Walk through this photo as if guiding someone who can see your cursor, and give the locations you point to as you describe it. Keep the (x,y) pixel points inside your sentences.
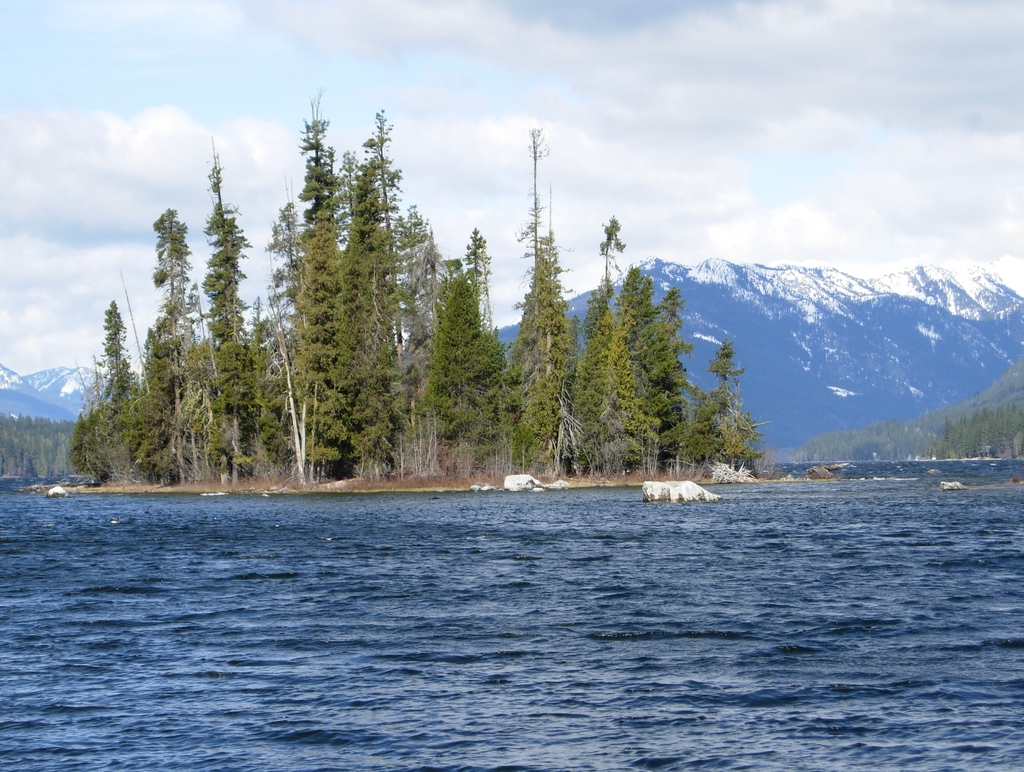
This is the picture of beautiful location. There is some water (522,580). These are the trees (329,433). And in the background (774,364) there is a mountain (868,387). This is the sky (650,76) with heavy clouds (434,122).
